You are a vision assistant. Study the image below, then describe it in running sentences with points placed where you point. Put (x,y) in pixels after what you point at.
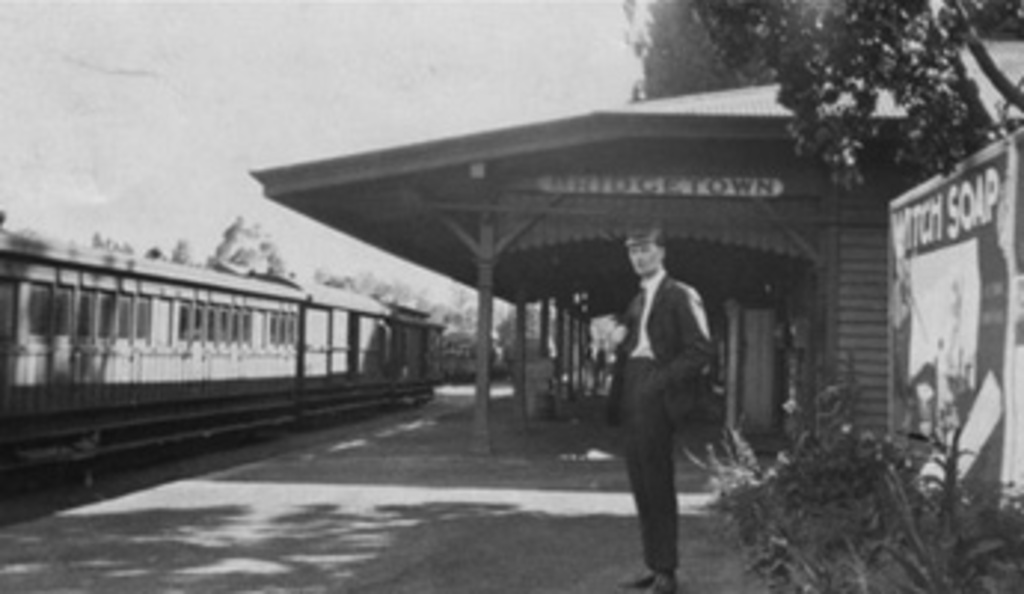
This is a black and white image. On the right side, there is a person (639,346) in a suit (644,377), standing on a platform (653,591). Behind him, there are plants (811,446) and a wall (1005,202), on which there is a painting (936,310). On the top right (963,24), there are branches (945,79) of a tree (956,87) having leaves (868,119). On the left side (333,407), there is a train (109,329) on a railway track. Beside this railway track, there is a platform (37,520). In the background (564,271), there is a roof (666,169), there are trees (737,48) and there are clouds (283,78) in the sky (522,61).
